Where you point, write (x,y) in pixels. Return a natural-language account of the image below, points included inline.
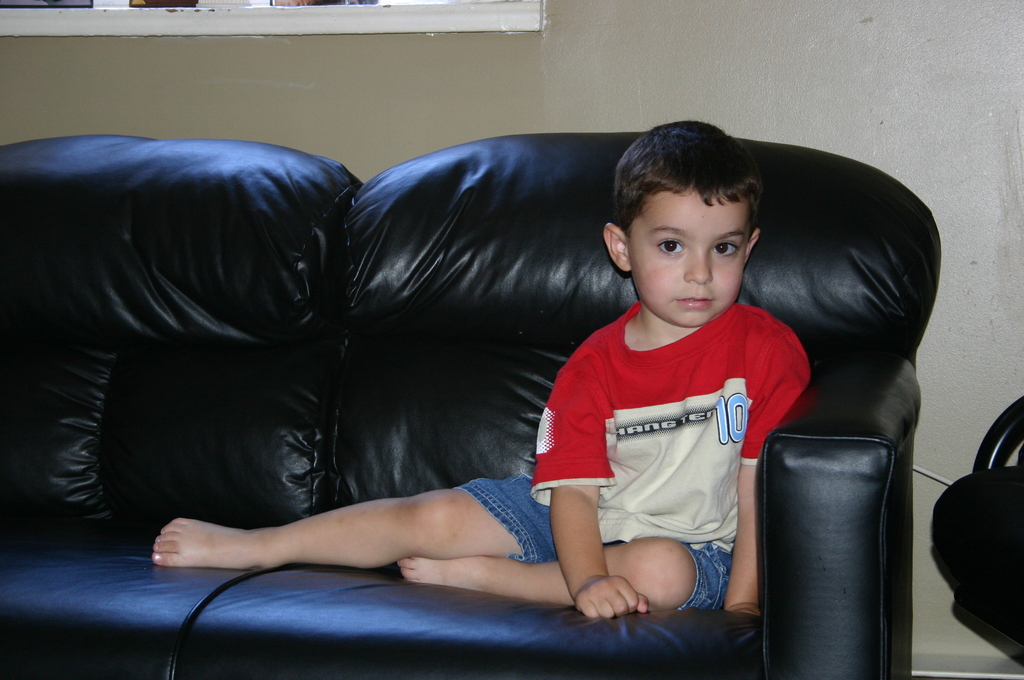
There is a boy (667,249) sitting on the sofa (364,283). On the background (766,117) there is a wall (961,292).
